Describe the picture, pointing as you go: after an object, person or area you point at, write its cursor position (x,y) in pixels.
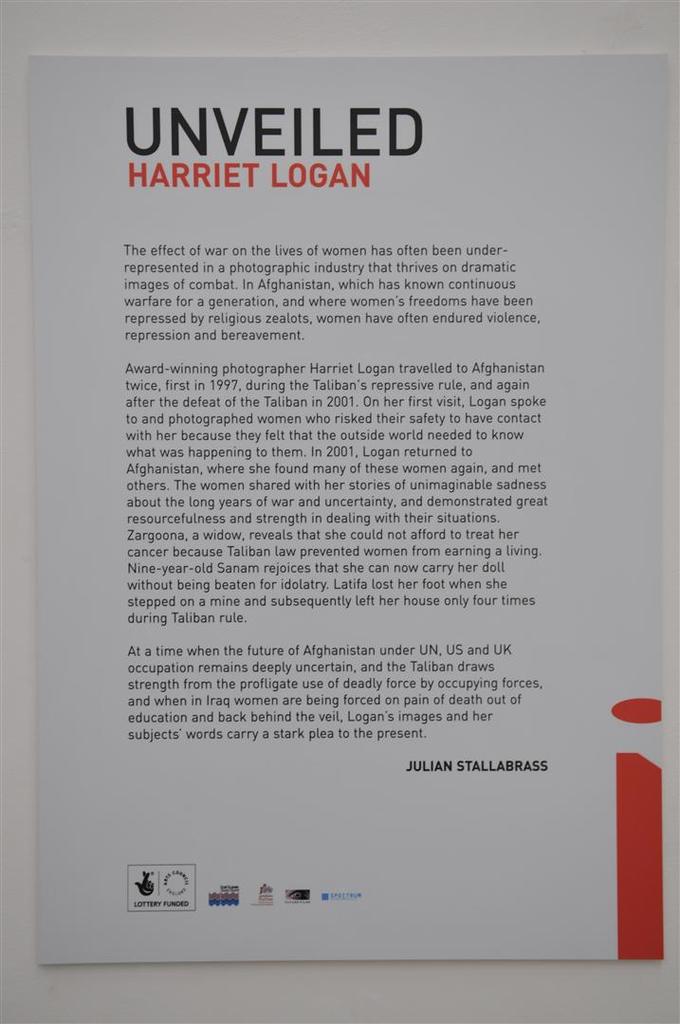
In the center of this picture (383,361) we can see a white color paper (88,544) on which we can see the text (353,450) and some pictures (302,902). In the background (41,14) we can see a white color object (173,27) seems to be the table (207,1010).
